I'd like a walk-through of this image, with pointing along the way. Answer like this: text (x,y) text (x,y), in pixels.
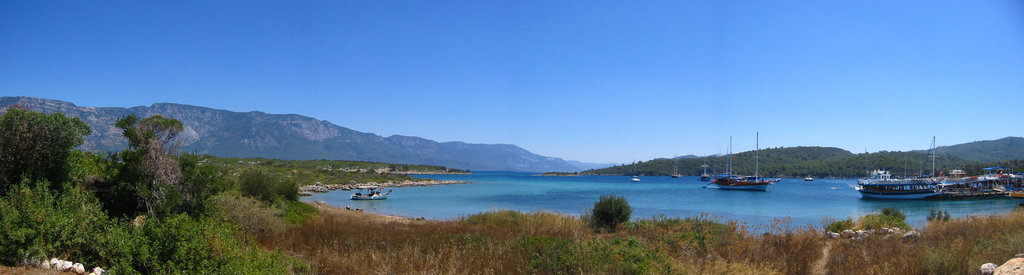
In this image, I can see the boats (760,181) on the water (441,188). These are the trees (166,155) and plants (765,251). I can see the rocks (869,231). In the background (509,152), these are the mountains (246,137).
